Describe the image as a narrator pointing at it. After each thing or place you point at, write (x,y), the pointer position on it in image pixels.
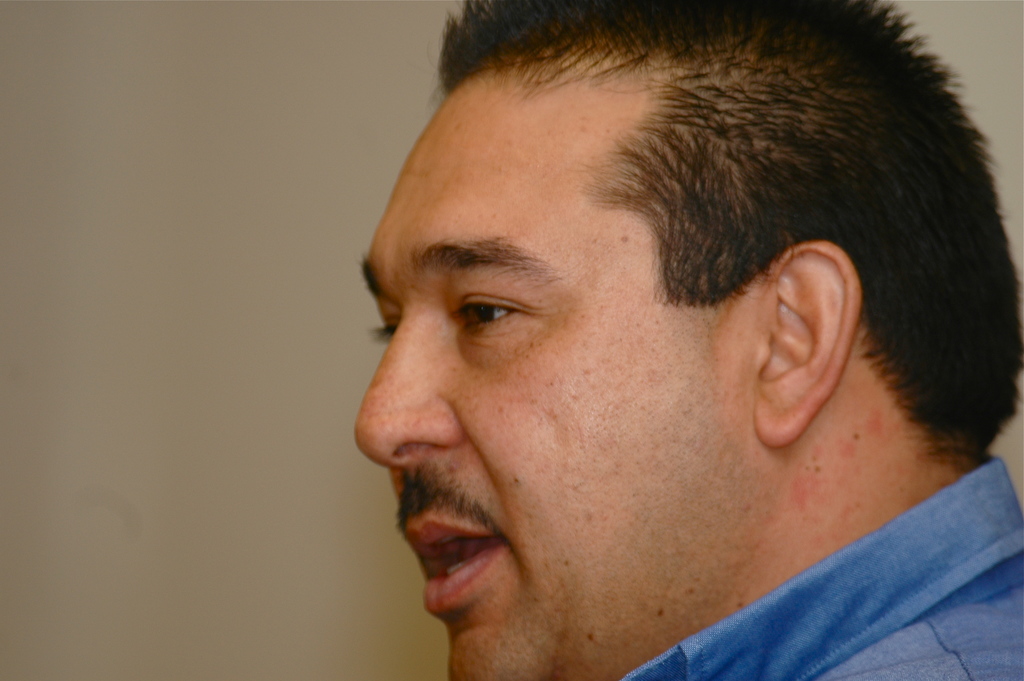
In this picture, there is a man (662,428) facing towards the left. He is wearing blue shirt (892,608).
